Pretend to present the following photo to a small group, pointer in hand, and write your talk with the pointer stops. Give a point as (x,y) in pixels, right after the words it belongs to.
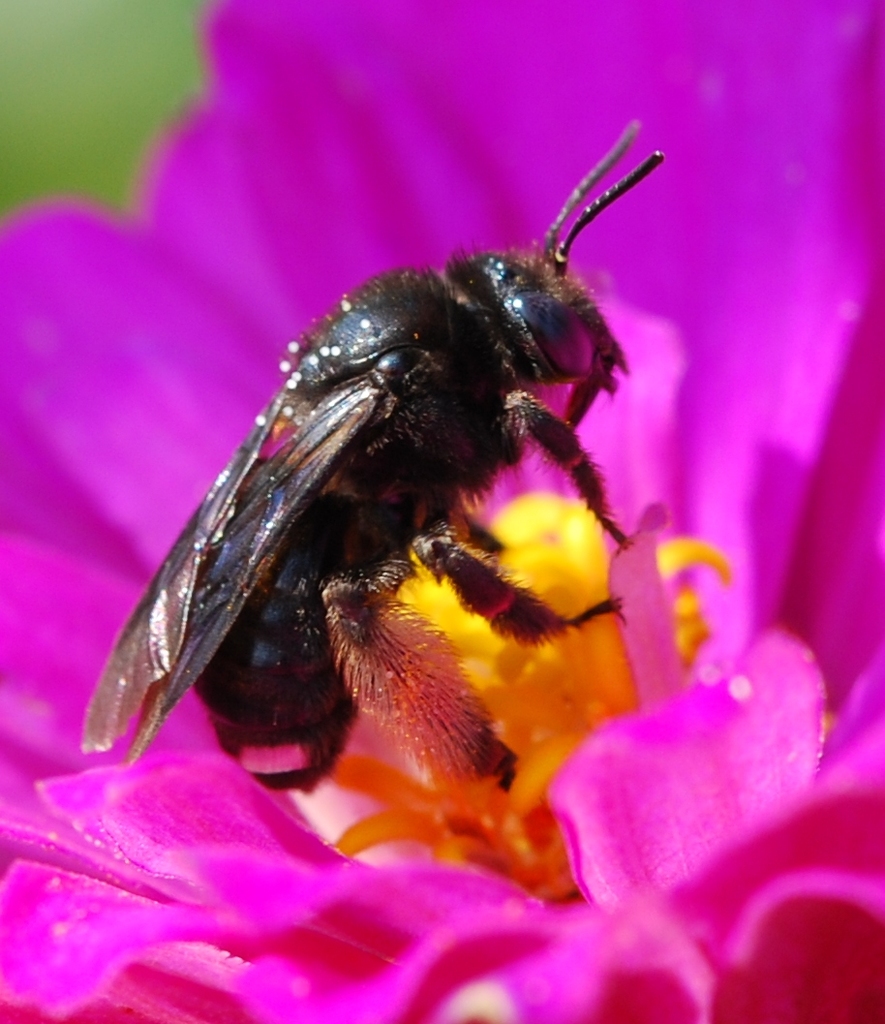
In this image we can see a pink colorful flower (638,322). There is a bee (381,485) which is sitting on a flower (160,341).
